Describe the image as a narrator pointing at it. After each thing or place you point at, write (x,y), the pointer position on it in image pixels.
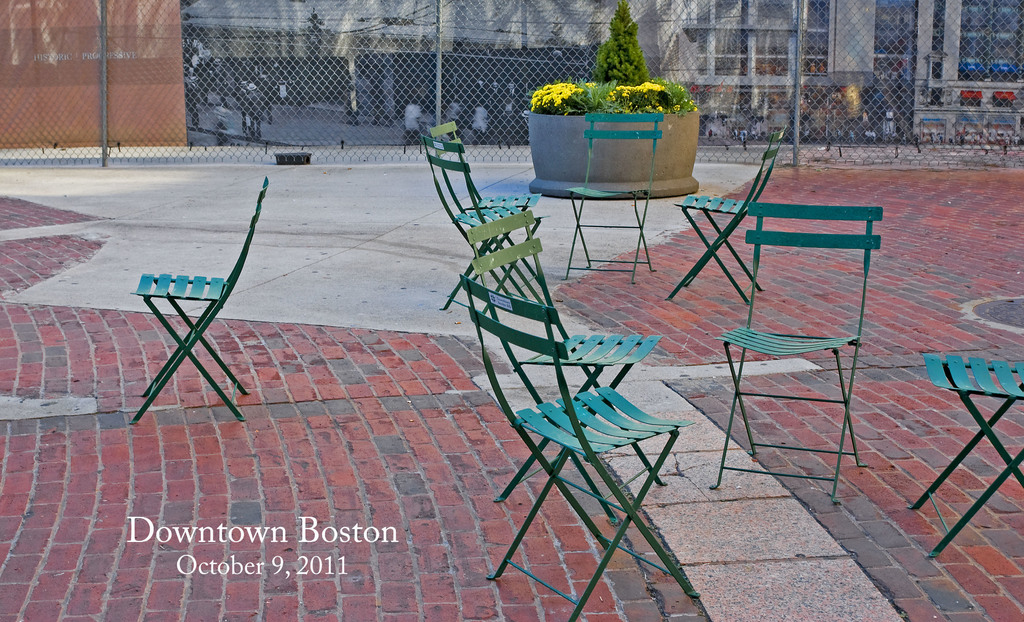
this picture shows few chairs (564,430) to sit and a plant (613,75) and a metal fence (834,12) around and we see a building (976,47).
